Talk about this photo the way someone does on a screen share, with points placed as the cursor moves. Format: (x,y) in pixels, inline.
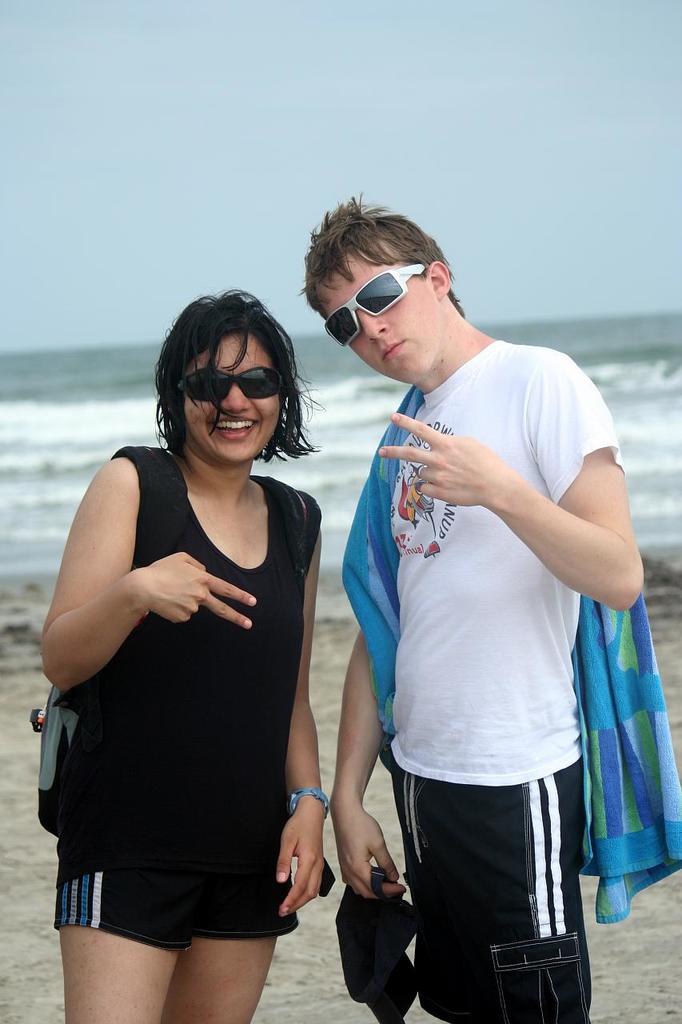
In this image in the foreground (437,606) there is one man (397,322) and one woman (263,503) standing and they are wearing goggles (259,383). And woman (61,665) is wearing bag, and man (575,803) is holding a cap (356,915) and towel (595,667) and in the background (654,410) there is a beach (18,631). At the bottom of the image (650,939) there is sand (648,890), and at the top (452,181) there is sky (304,164).
